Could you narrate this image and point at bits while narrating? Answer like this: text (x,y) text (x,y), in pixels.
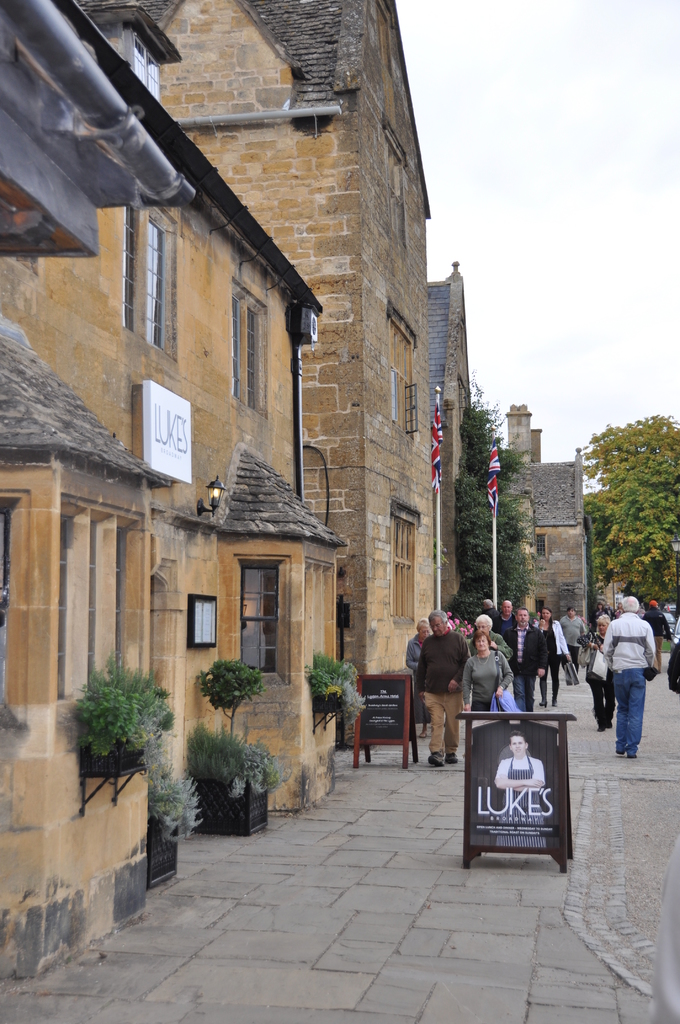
In this image there are buildings (127,176), potted plants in the left corner (202,634). There are people (616,636), some text and image boards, flags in the foreground (542,649). There are buildings (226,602) and trees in the background (586,607). There is a road (453,777) at the bottom (269,839). And there is a sky (609,12) at the top (664,51).
